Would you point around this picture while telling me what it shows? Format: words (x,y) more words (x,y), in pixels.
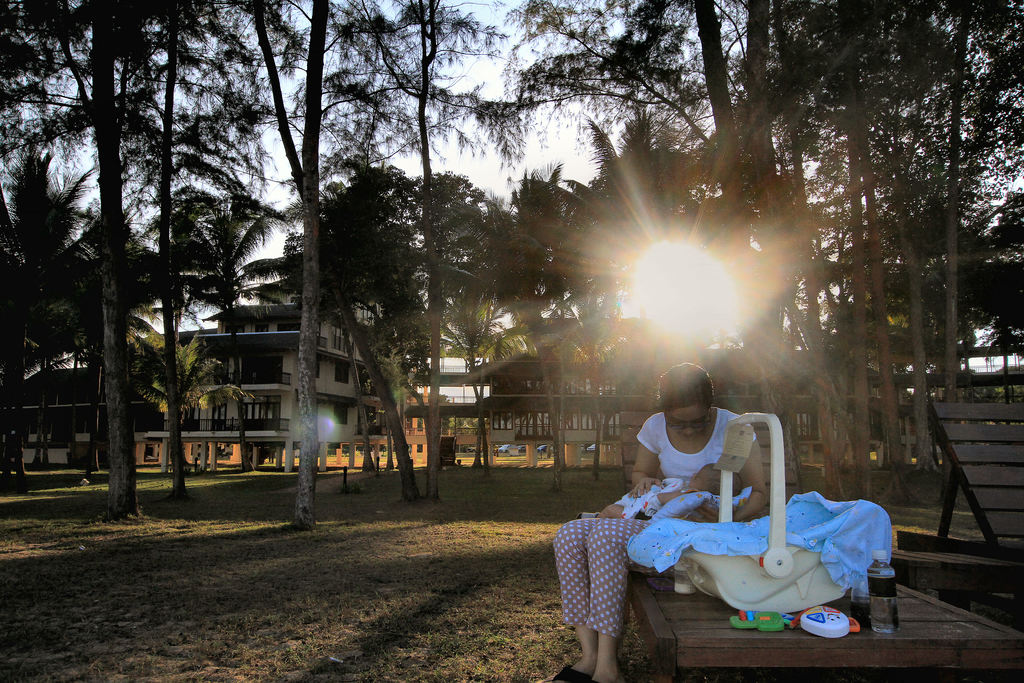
This is the picture of the outside of the house (614,435). It is very sunny. There is a table (640,599). She sat on a table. She picked up a baby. There is a bottle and box (812,521) on the table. We can see on the background (713,297) there is a sun (695,276), trees (587,253) and sky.
